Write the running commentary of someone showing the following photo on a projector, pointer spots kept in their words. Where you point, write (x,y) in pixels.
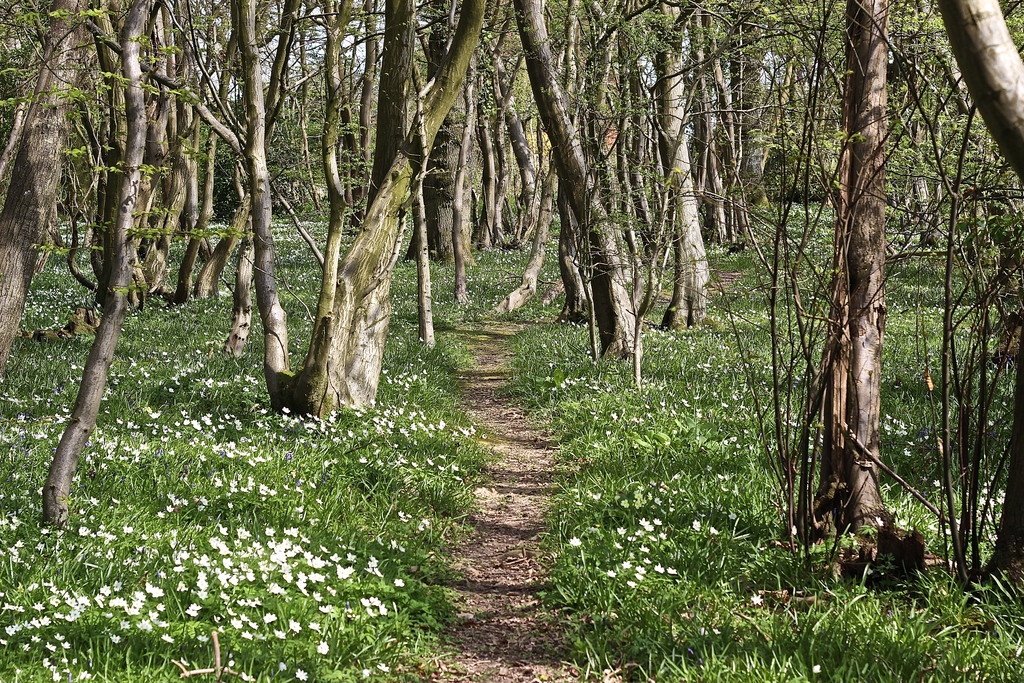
In the image there are many trees (24,106) and in between the trees (92,399) there is a lot of grass (369,434) with some flowers (210,540).
